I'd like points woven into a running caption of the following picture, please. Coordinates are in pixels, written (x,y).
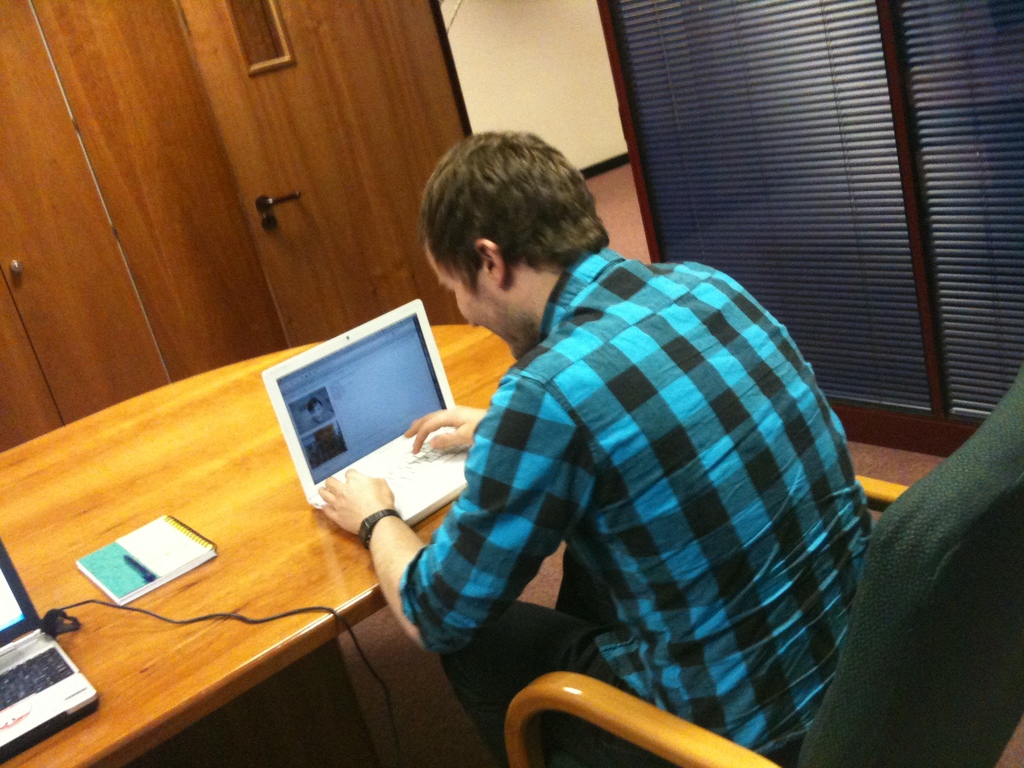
In this picture we can see a man (622,345) sitting on a chair (964,591) in front of a table (312,567), the man (525,436) is looking at laptop (445,456), we can see a door (294,170) here, on the right side of the picture (849,420) we can see a wall (483,60).
